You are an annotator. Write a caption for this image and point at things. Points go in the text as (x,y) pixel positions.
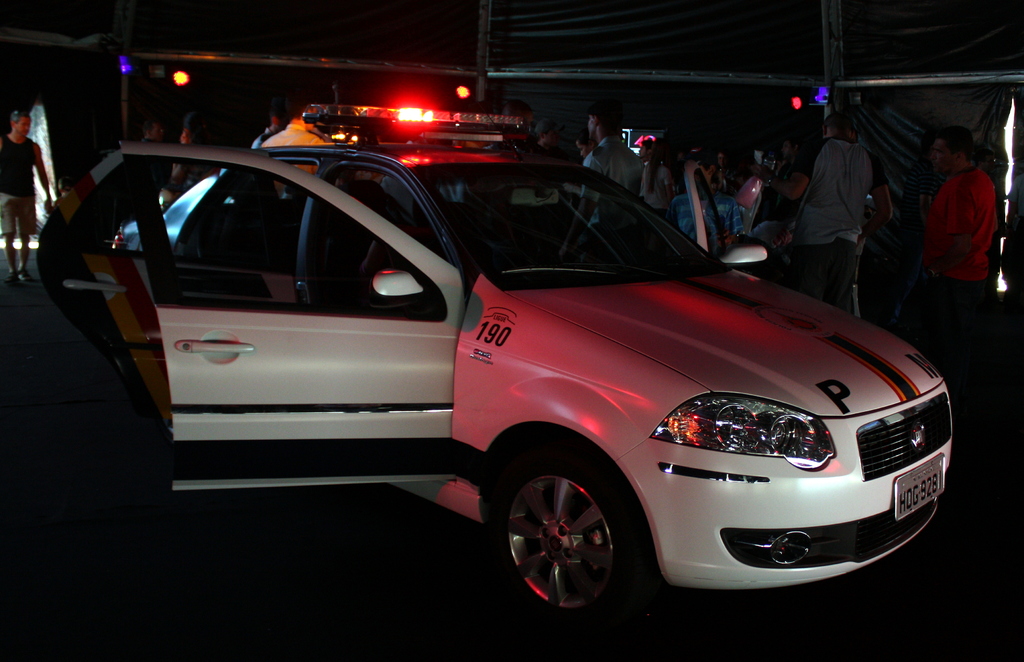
In this picture I can see a car (542,448) and lights (343,121) on it. In the background (847,184) I can see group of people (741,179) are standing. The background of the image (855,194) is dark. The car (235,436) is white in color.
